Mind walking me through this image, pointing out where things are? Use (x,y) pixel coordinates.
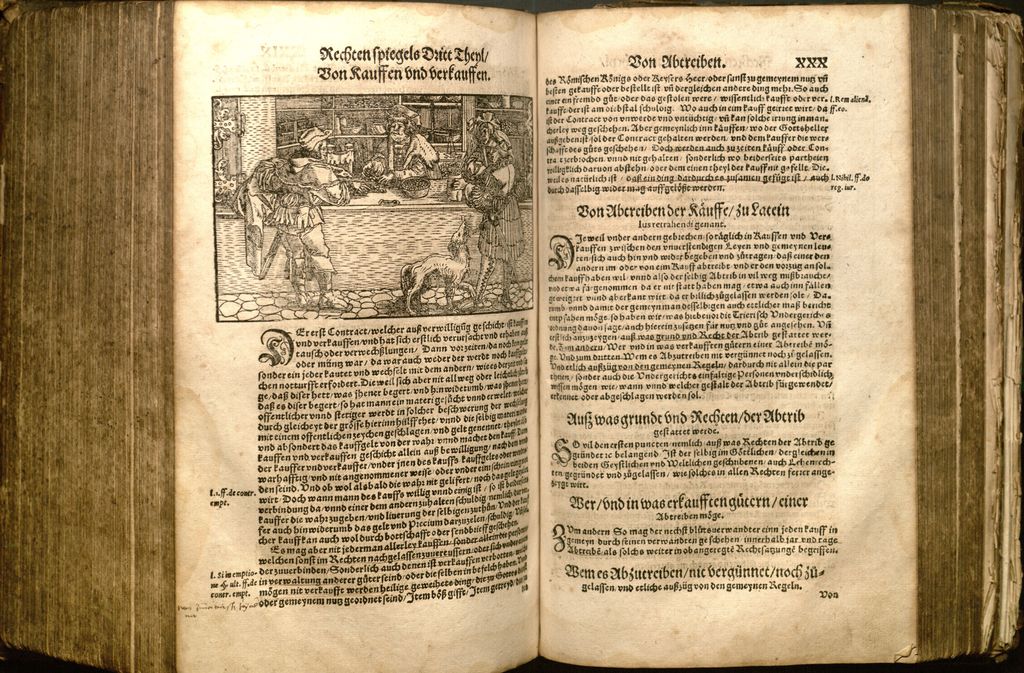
In this picture, we can see a book (558,243). In the book (418,83), we can see a picture (445,164) of a group of people (402,143), we can also see some text (746,161) written in the book (521,280).
